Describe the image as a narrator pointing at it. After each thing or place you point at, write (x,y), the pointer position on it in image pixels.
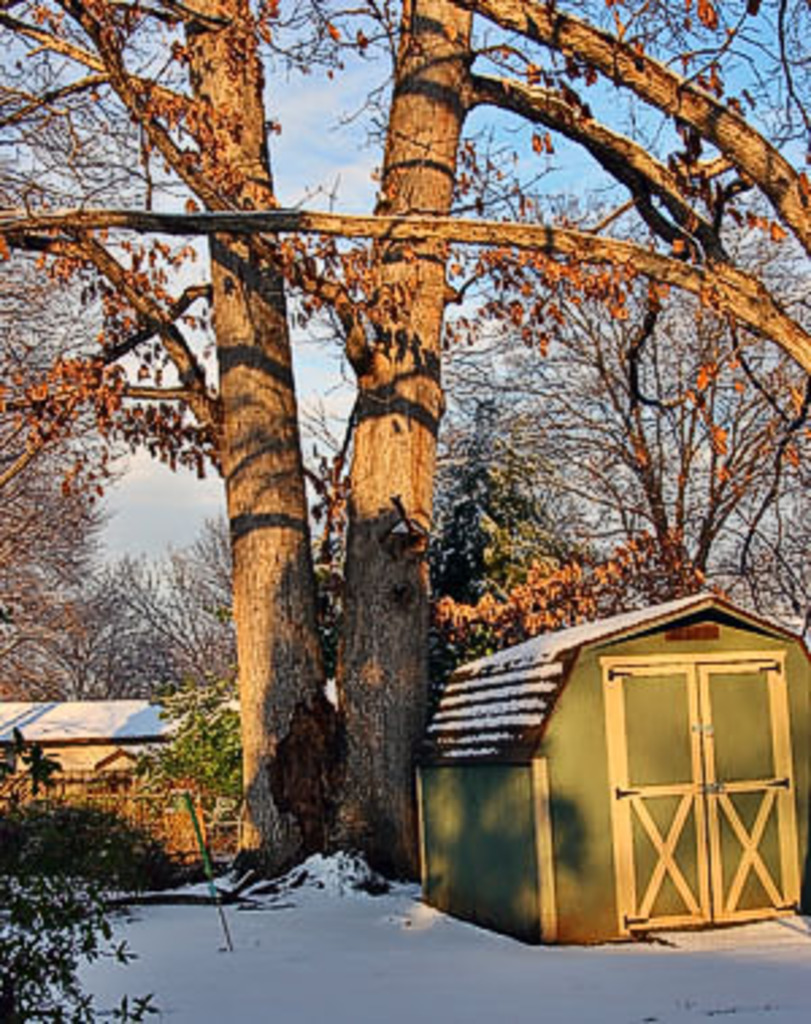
In this image we can see some wooden houses (469,839) there are some trees (265,524) and at the top of the image (314,177) there is clear sky (354,21) and at the foreground of the image (292,983) there is snow (383,996).
